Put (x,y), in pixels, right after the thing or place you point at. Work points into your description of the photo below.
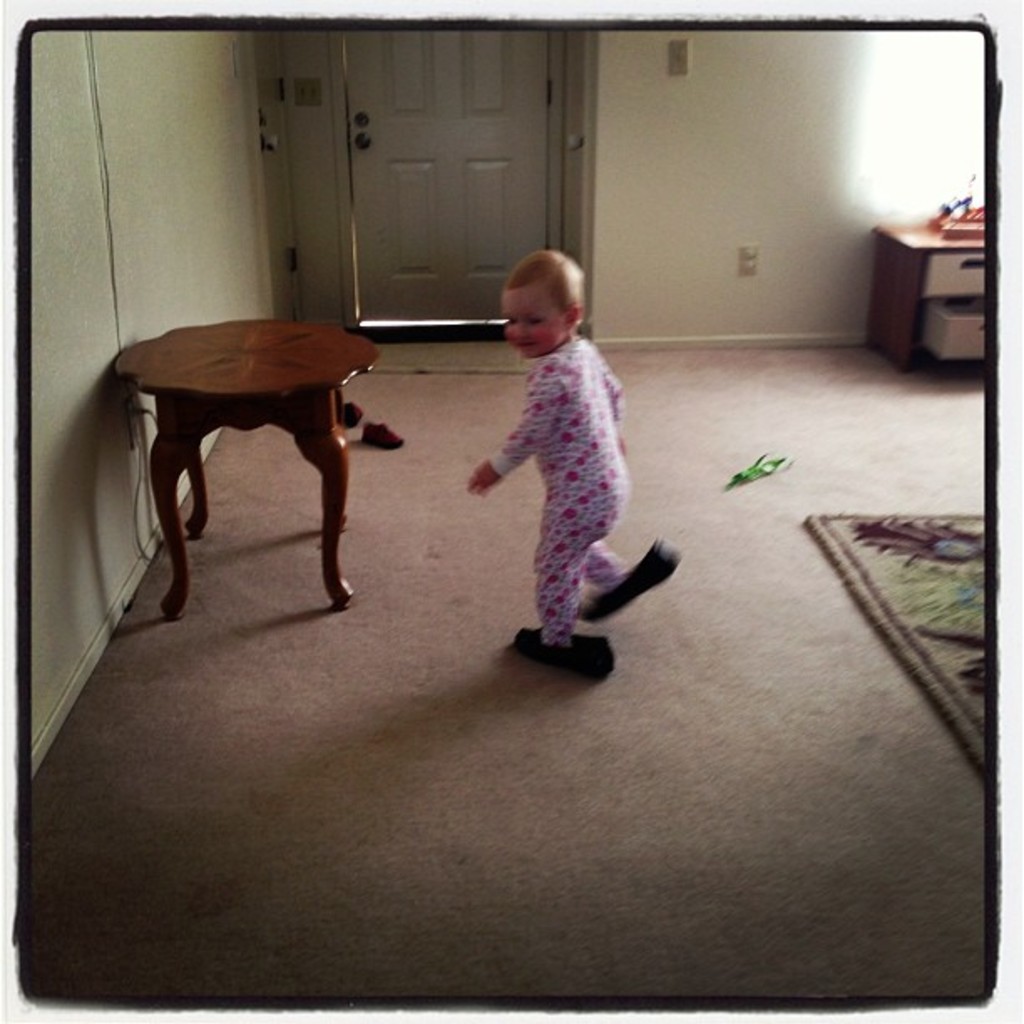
In this image I can see a person (557,483) walking, wearing white and red color dress (544,462). In front (145,375) I can also see a table (343,454) which is in brown color, background (671,142) I can see wall (710,138) and door (509,119) in white color.
